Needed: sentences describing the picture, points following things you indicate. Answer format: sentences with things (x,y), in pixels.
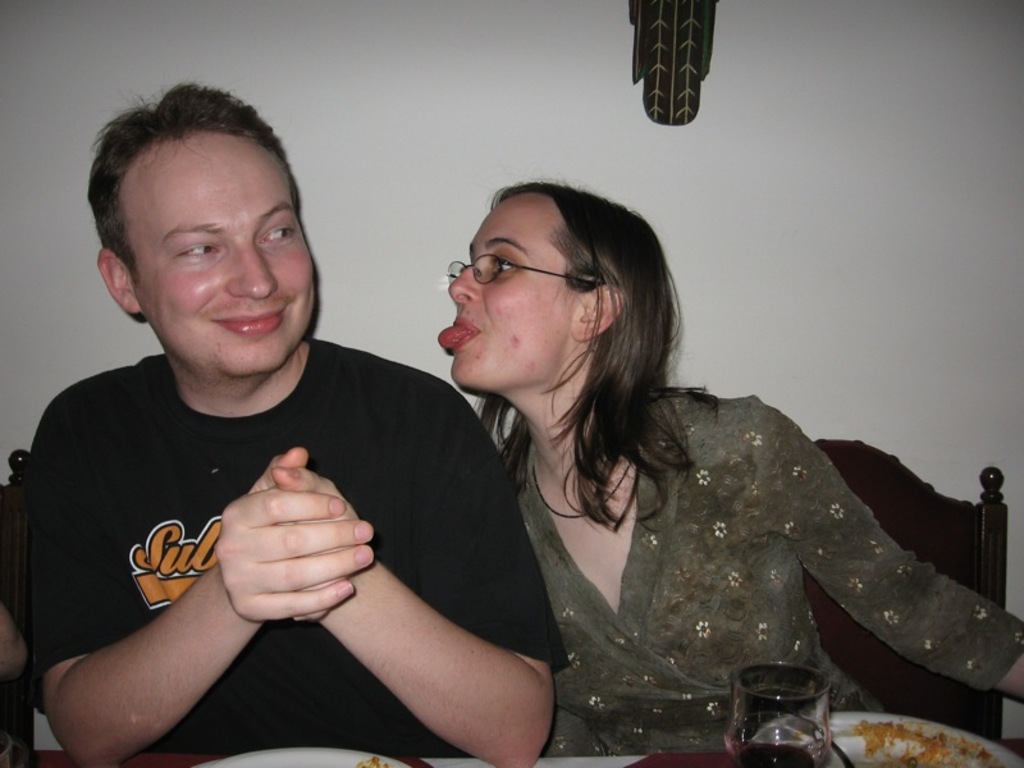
In the foreground of this image (397,612), there is a man (399,616) and a woman (652,610) sitting on the chairs (909,500) and the woman (592,407) is having a funny expression on her face (498,375). In front of them, there are platters (837,729), table (550,759) and a glass (821,730). In the background (883,189), there is a wall (718,172) and it seems like a wall hanging (682,59) on the top (681,65).
